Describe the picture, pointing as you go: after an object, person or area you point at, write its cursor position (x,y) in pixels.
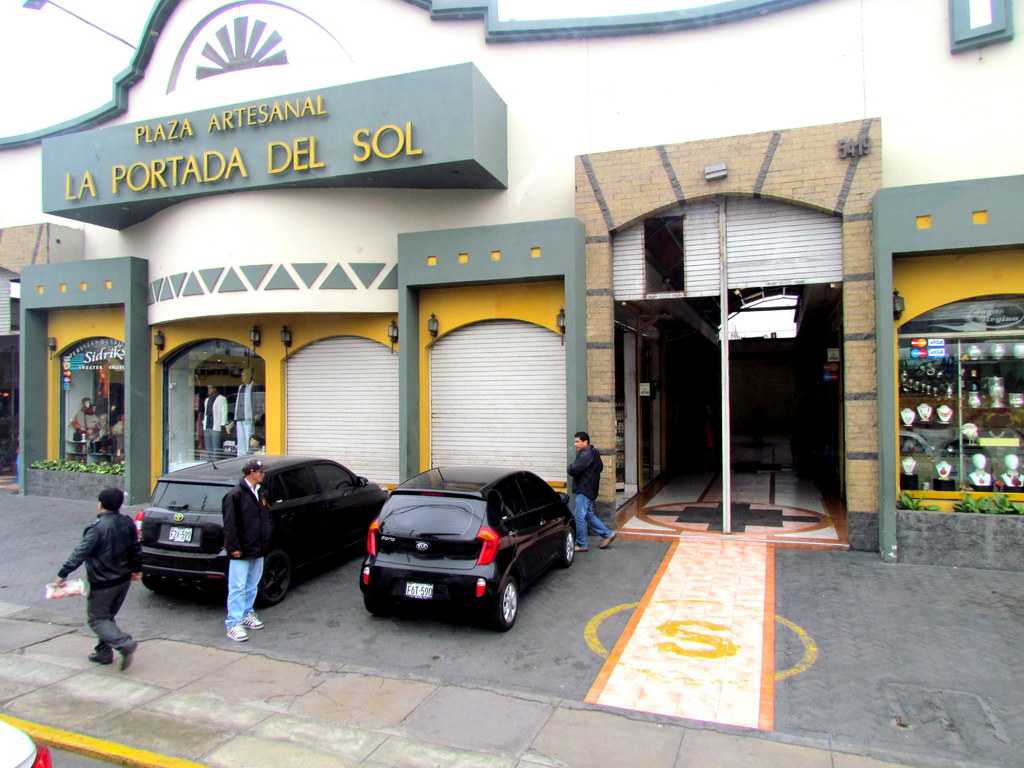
In this picture we can see a man (246,565) is standing on the path (267,606) and the other two people (108,584) are walking on the right side of the people (120,575) there are vehicles (364,539) parked on the path (324,581), shops (835,373) and in the shops (251,454) there are mannequins (221,417) and other items (1020,400).
